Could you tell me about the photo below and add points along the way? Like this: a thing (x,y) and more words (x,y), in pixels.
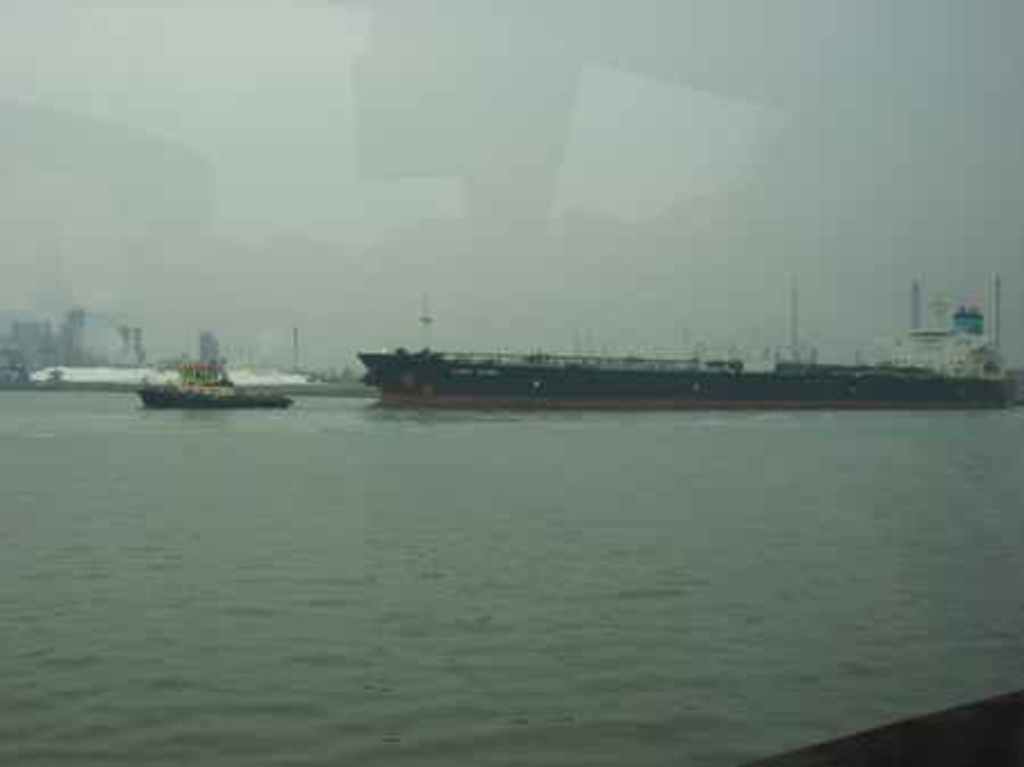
In this image we can see some ships (522,389) in a large water body (559,522). On the backside (158,360) we can see some buildings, poles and the sky (467,337).
